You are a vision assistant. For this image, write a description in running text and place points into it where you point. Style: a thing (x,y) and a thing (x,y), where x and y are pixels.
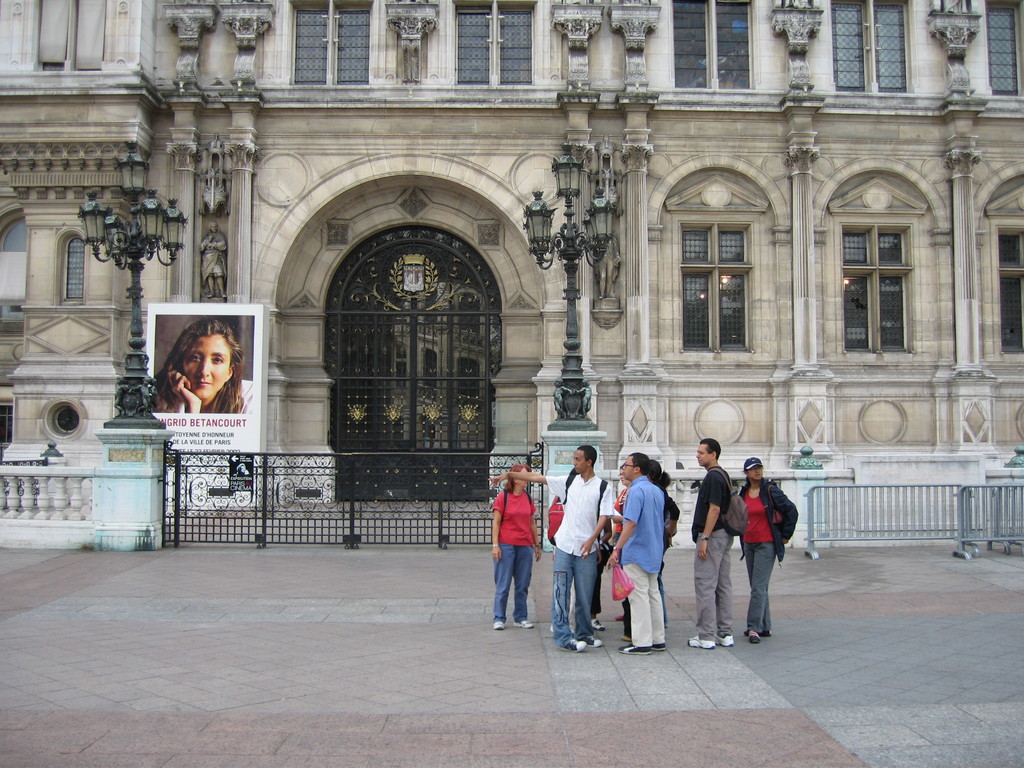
In this image we can see a group of people (761,569) standing on the ground (667,694), some people (603,521) are carrying bags (557,515). On the left side of the image (223,366) we can see the photo frame (225,374) on the wall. In the background (64,420), we can see a gate (381,488), building (827,299) with windows (880,303) and some light poles (579,234). In the right side of the image (985,506) we can see the barricades (868,516).
